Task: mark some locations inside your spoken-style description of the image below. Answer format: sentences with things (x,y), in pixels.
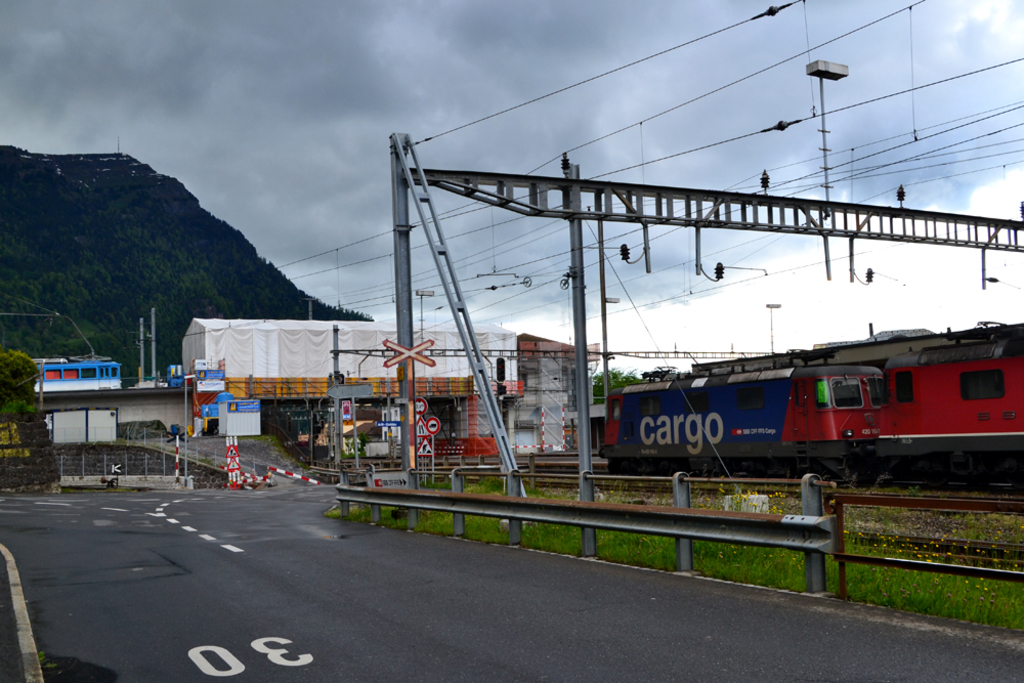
This picture shows a train (747,446) on the railway track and we see a bridge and few sign boards (232,453) and we see trees (153,264) and few poles (699,236) and a cloudy Sky (353,126).
